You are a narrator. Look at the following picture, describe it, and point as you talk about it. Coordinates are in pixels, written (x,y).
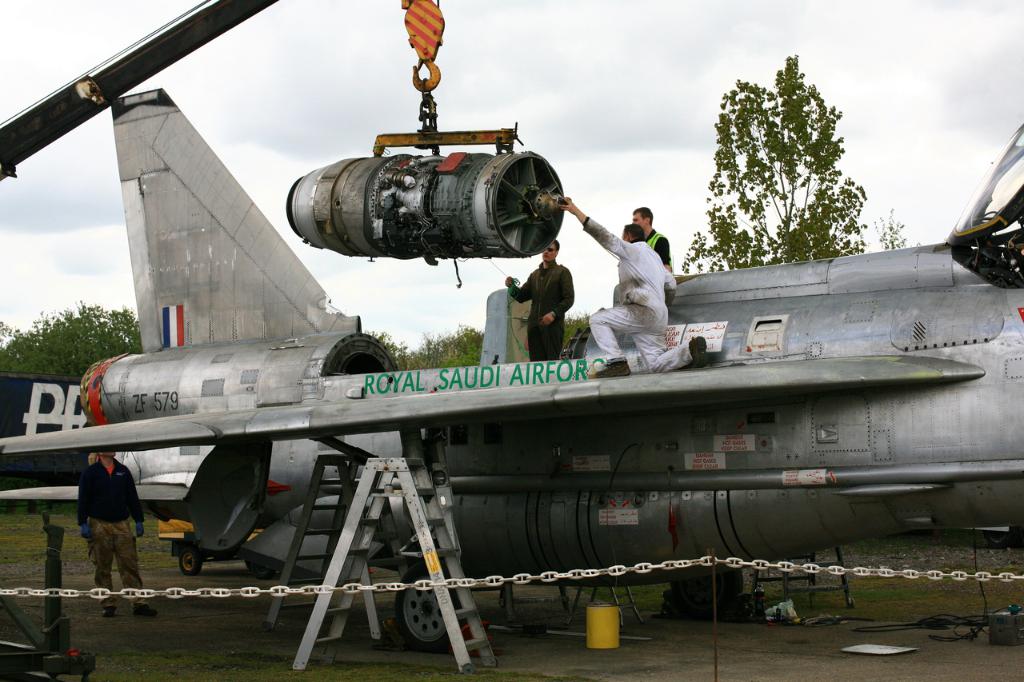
In this picture there are three persons (546,268) on the plane (638,370) and the person (653,296) wearing white dress (647,298) is holding an object (502,211) in front of him and there is another person (140,509) standing in the left corner (90,503) and there are trees (56,334) in the background (758,228).
